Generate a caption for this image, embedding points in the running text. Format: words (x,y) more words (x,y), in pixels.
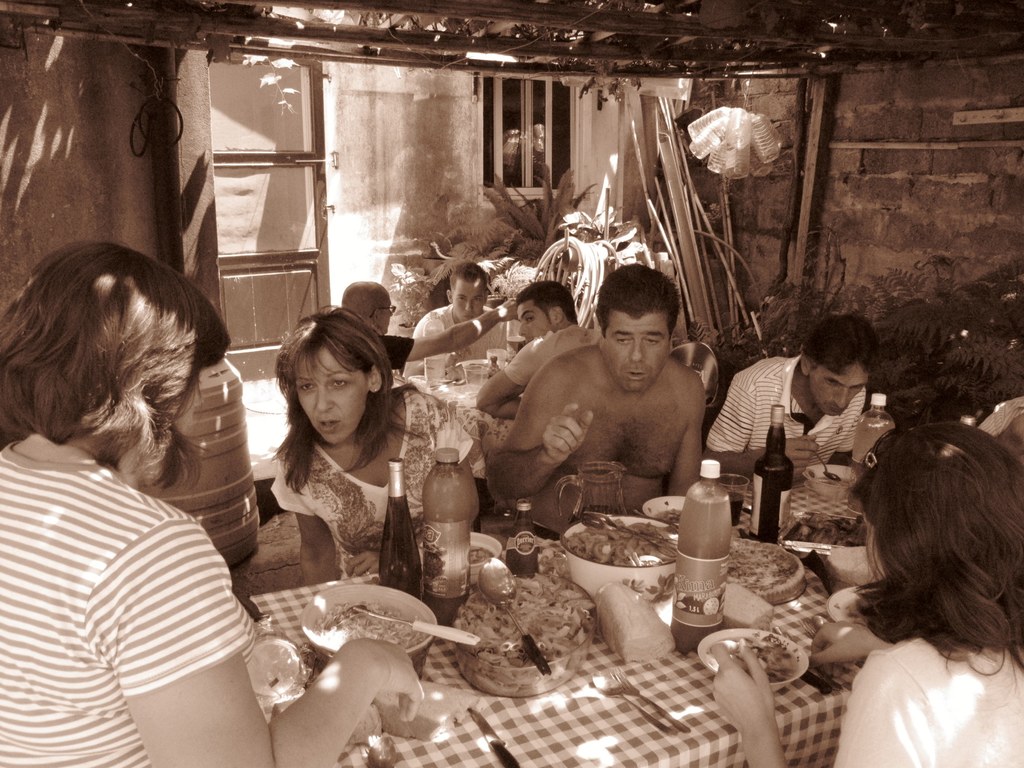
in this image some people (313,351) they are sitting on the chair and they are eating some food (633,656) the table (578,641) has plates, spoons (406,625), knife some cloth (500,702) is there on the table (451,631) and the persons (878,602) they could be talking to each other.
